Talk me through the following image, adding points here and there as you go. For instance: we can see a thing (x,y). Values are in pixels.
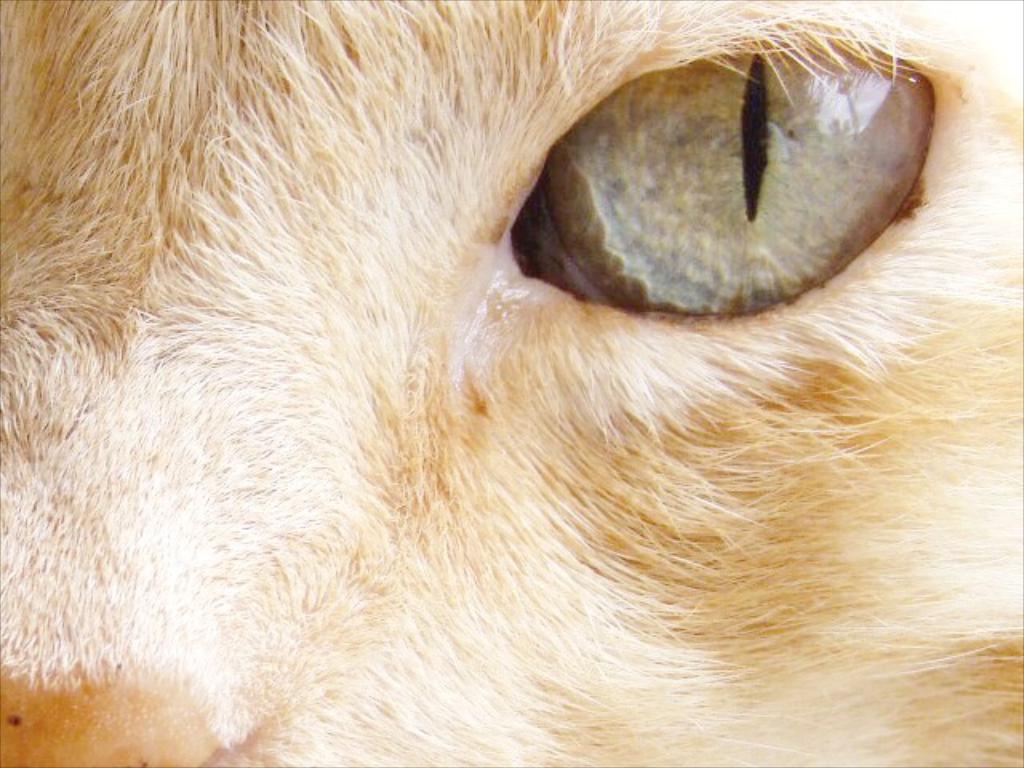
This image consists of an animal (976,284) in brownish color. To the right (836,143), there is an eye (659,228).
